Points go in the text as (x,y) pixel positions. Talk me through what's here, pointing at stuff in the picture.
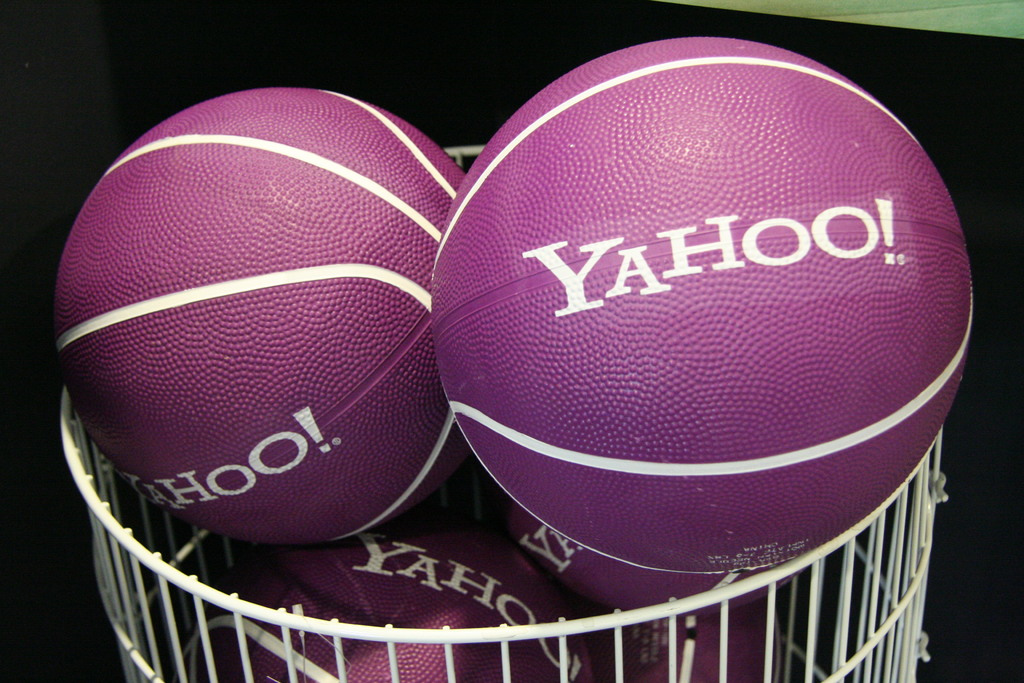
This image is taken indoors. In this image the background (45,640) is dark. In the middle of the image (424,419) there is a basket (103,525) with a few balls (523,558) in it.
